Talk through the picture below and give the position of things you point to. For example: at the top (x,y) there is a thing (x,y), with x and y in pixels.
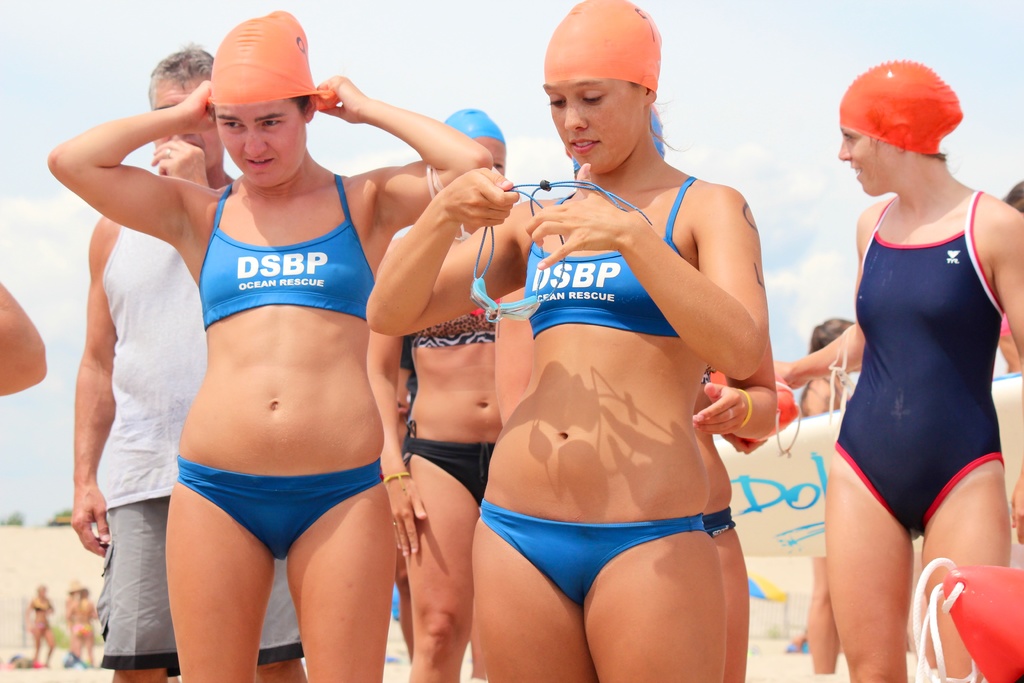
In this image we can see five women (612,369) and one man (125,411). Five women (995,303) are wearing swimming suit (272,514). Man (179,396) is wearing white and grey color dress (132,551). Background of the image (393,95) sky (241,11) is there.
